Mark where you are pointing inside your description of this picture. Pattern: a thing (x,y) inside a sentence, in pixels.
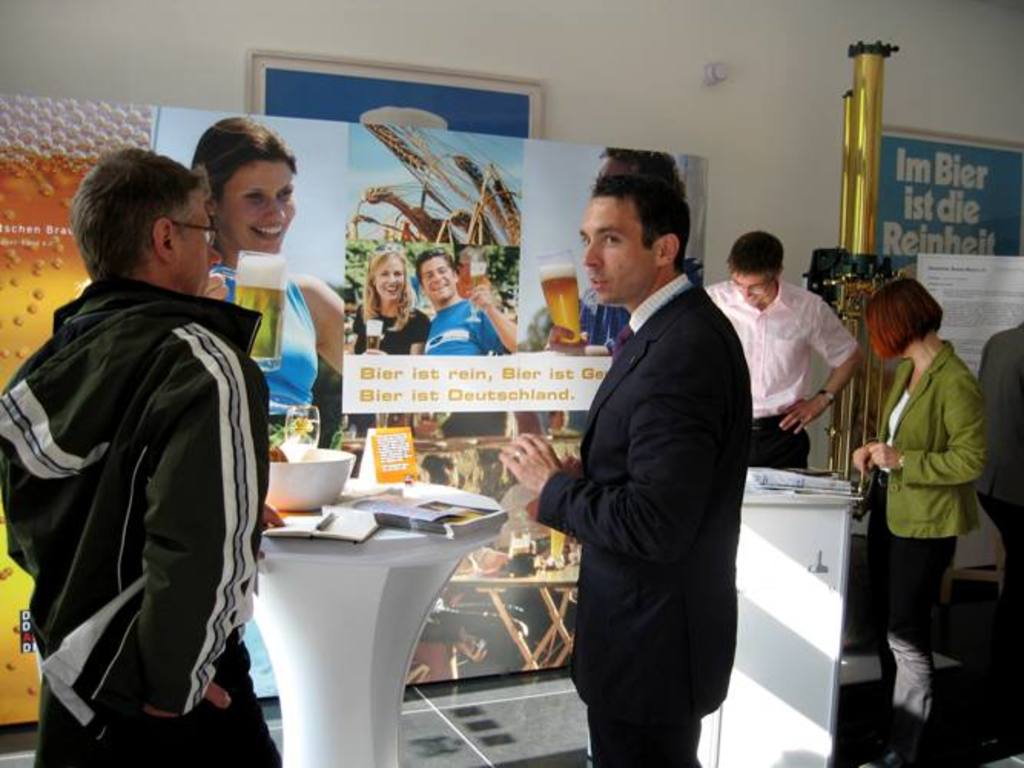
In this picture, we see four people (82,381) standing in the room (650,598). In front of them, we see a table (398,586) on which book (430,522), paper (361,531), pen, bowl (302,479), glass (305,444) and yellow board (376,448) are placed. Beside them, we see a wall (175,67) which is white in color and poster (494,218) with man (452,268) and woman (387,258) on it are pasted on the wall (973,63) and on the right corner of the picture (981,151), we see blue board (920,187) with some text (971,176), is placed on the wall (952,98).
